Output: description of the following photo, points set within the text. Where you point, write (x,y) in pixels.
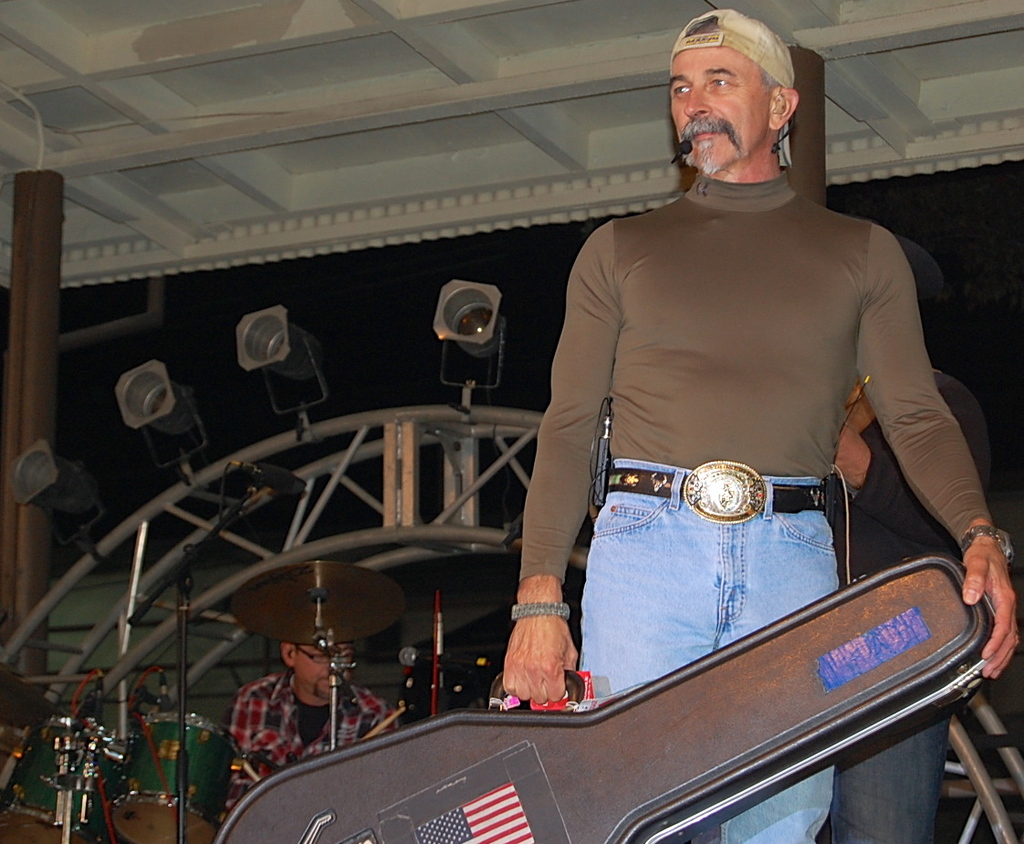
In this picture we can observe a man (672,413) standing, holding a guitar box (494,755) in his hand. He is wearing brown color T shirt (730,258) and a cap (728,39) on his head (711,61). In the background (318,684) there is another person (288,710) sitting in front of the drums (198,733). On the left side (25,350) there is a brown color pole (25,335).
